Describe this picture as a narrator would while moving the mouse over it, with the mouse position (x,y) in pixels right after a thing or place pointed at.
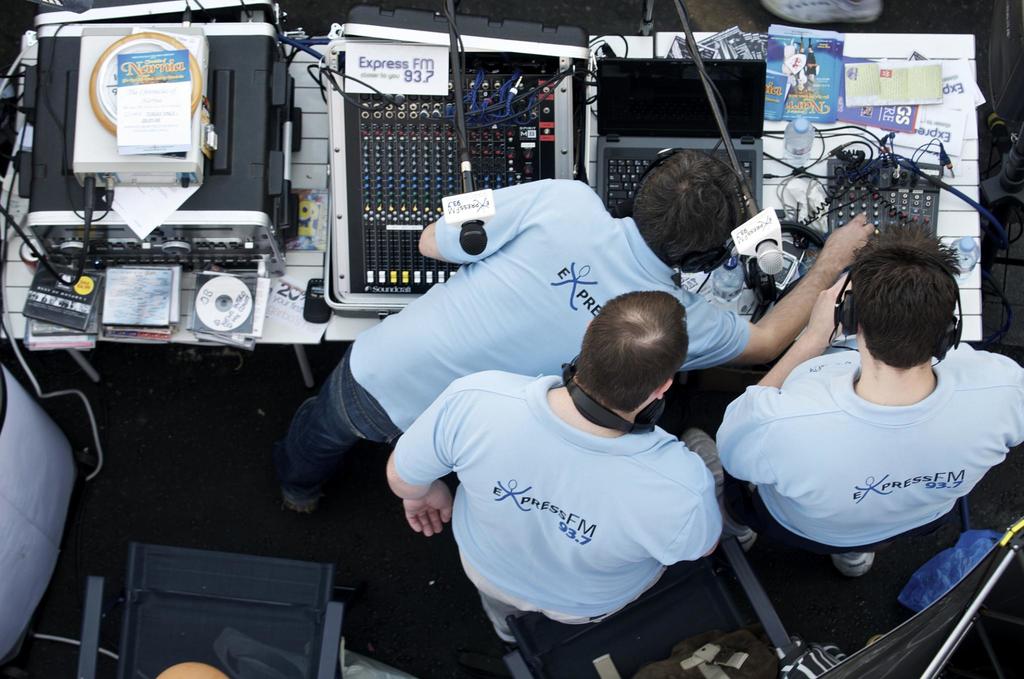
In the picture I can see people (618,466) are standing. These people (559,412) are wearing blue color t-shirts (546,500) and headphones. Here I can see a table (322,180) which has electronic machines (537,156), wires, CD discs (205,316) and some other objects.
